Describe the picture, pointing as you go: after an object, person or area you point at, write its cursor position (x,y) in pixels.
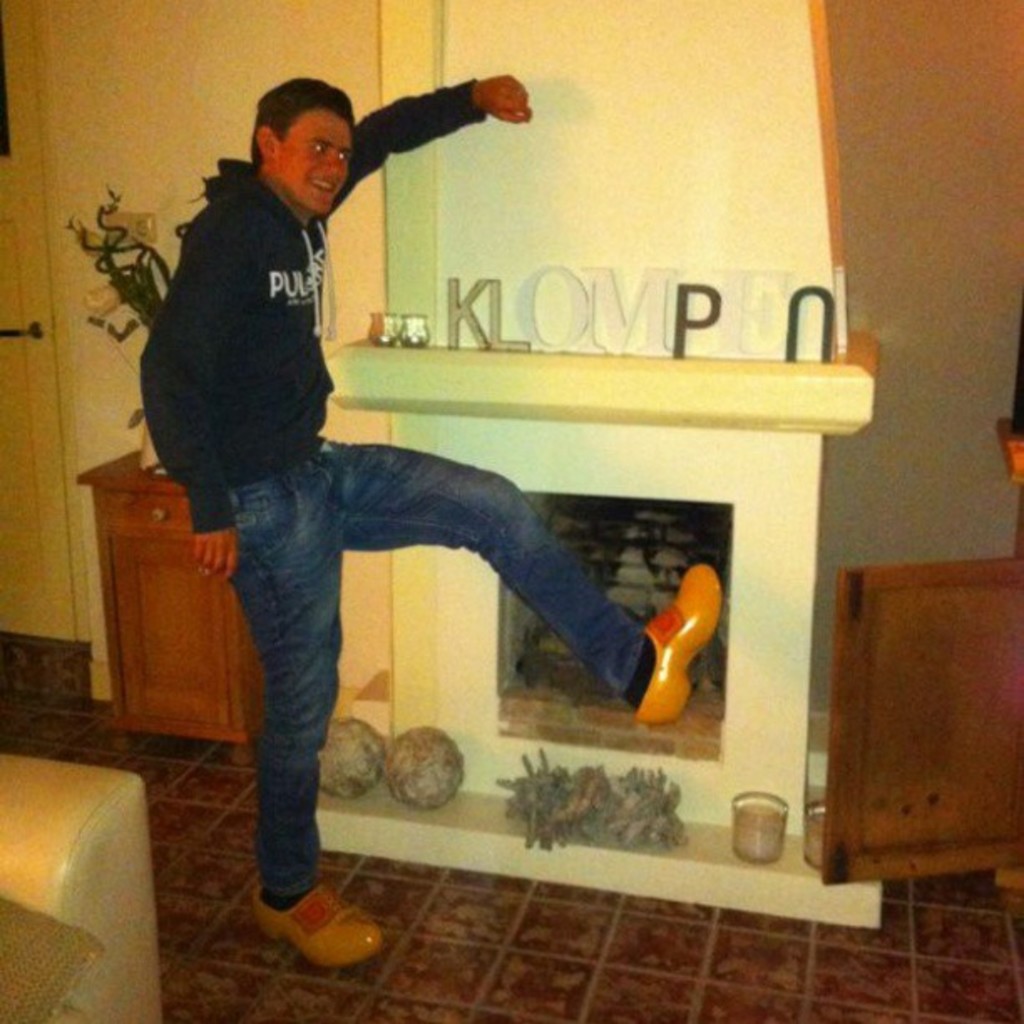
In this image I can see a man (424,530) on the floor (424,867) and a sofa (37,957). In the background (981,869) I can see houseplants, table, door (887,671) and a wall (570,225). This image is taken may be in a hall (416,692).
